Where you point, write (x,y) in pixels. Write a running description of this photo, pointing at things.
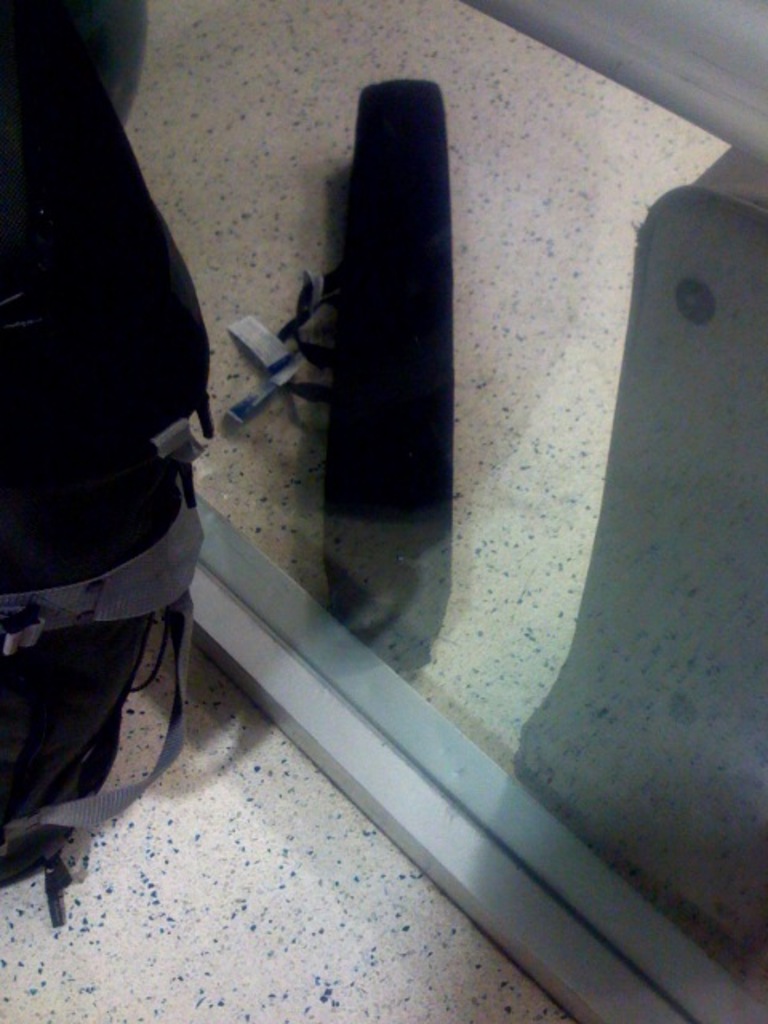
In this picture we can see a bag (173,575) on the floor (127,749), glass (238,337) and from glass (446,653) we can see an object (352,340).
